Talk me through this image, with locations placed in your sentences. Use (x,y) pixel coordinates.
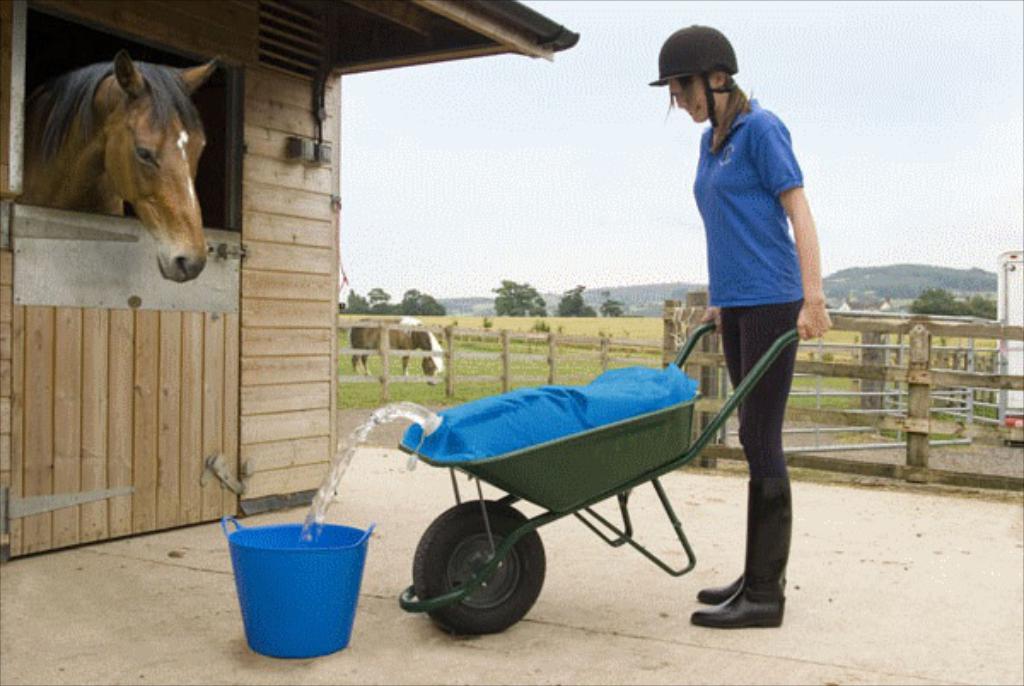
In the center of the image (627,380) we can see a lady (822,319) is standing and wearing helmet (704,37) and holding a trolley (578,459) which contains water (632,399). On the left side of the image (254,514) we can see a bucket (298,578), shed (138,315). In shed (137,335) we can see a horse (163,218). In the background of the image (901,284) we can see the mountains (901,284), trees (512,309), horse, grass (564,332), fencing (931,331). At the top of the image (630,90) we can see the sky (803,162). At the bottom of the image (797,606) we can see the ground (793,605).
